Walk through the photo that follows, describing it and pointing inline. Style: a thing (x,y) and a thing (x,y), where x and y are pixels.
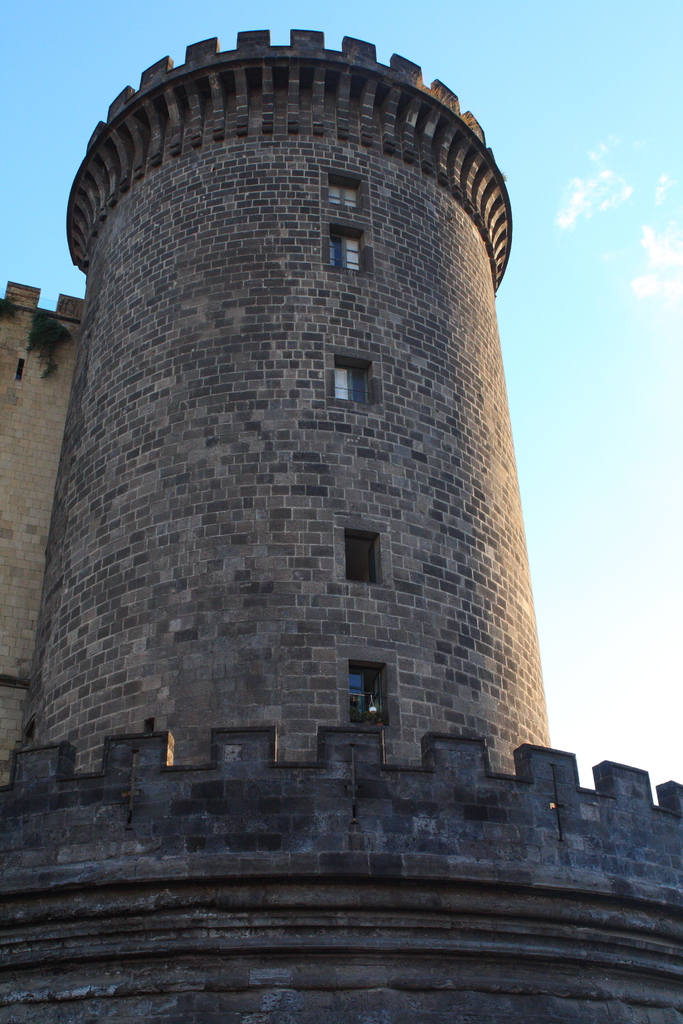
This is a stone building (356,187). It has windows (350,195).
